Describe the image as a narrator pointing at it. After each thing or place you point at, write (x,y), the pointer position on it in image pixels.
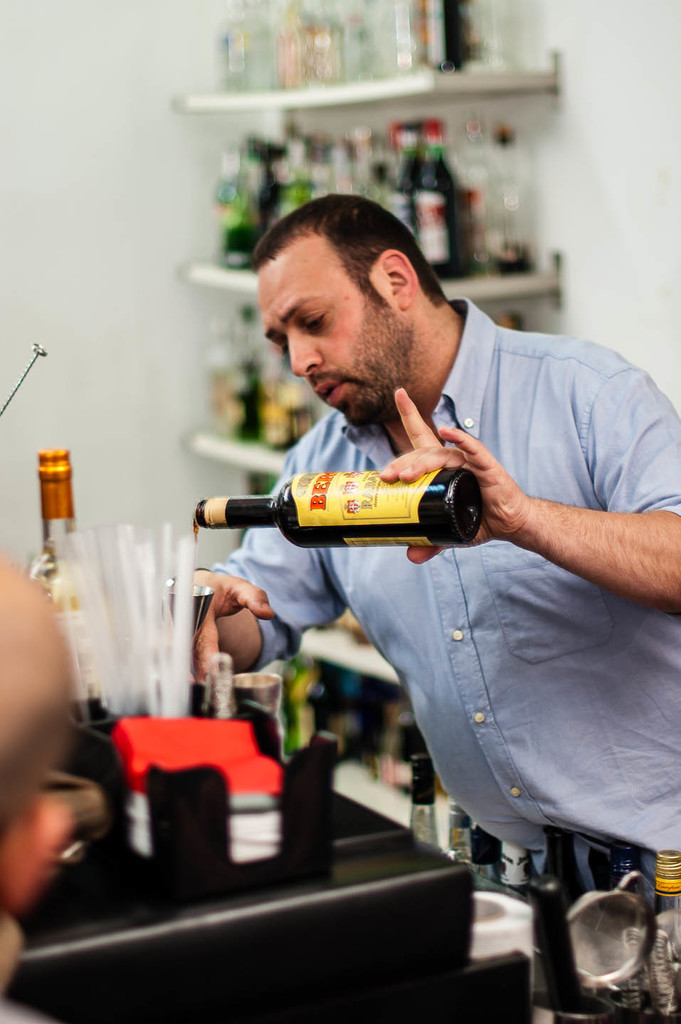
A person (381,559) is holding a bottle (335,531) is having a logo (352,514). And there is a table (343,892). On the table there are bottles (80,612) and many other items (146,740). In the background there are some racks (227,454). Inside the racks (205,101) there are bottles (245,382).
